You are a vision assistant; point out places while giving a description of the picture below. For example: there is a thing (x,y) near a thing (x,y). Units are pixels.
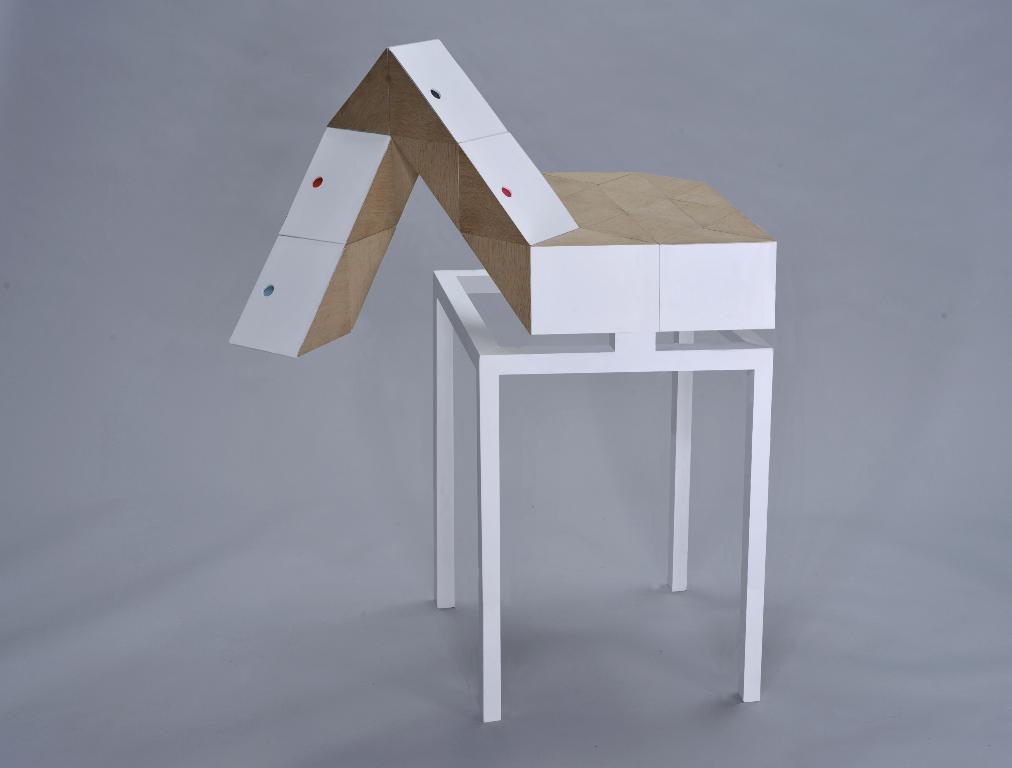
In this image we can see the table stand (524,363). Here we can see the wooden structure design block (350,116) on the table stand (595,358).
